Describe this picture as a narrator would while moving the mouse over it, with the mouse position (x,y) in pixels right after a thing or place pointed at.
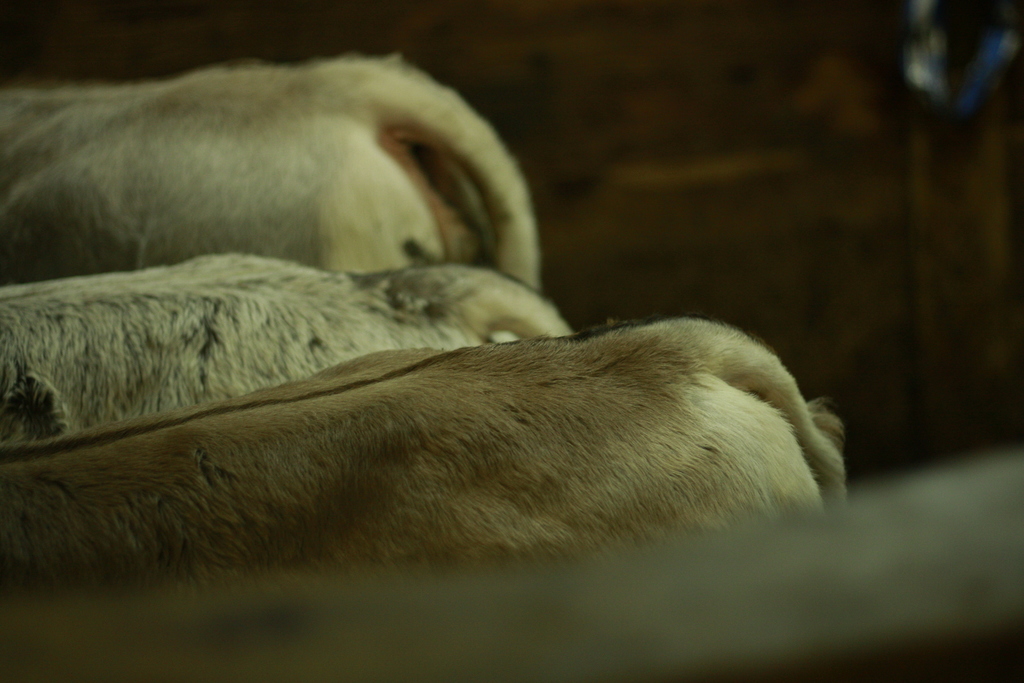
In the image there are three animals (238,257), only the rear ends (304,330) of the animals (300,314) are visible in the image and the background (541,73) is blurry.
